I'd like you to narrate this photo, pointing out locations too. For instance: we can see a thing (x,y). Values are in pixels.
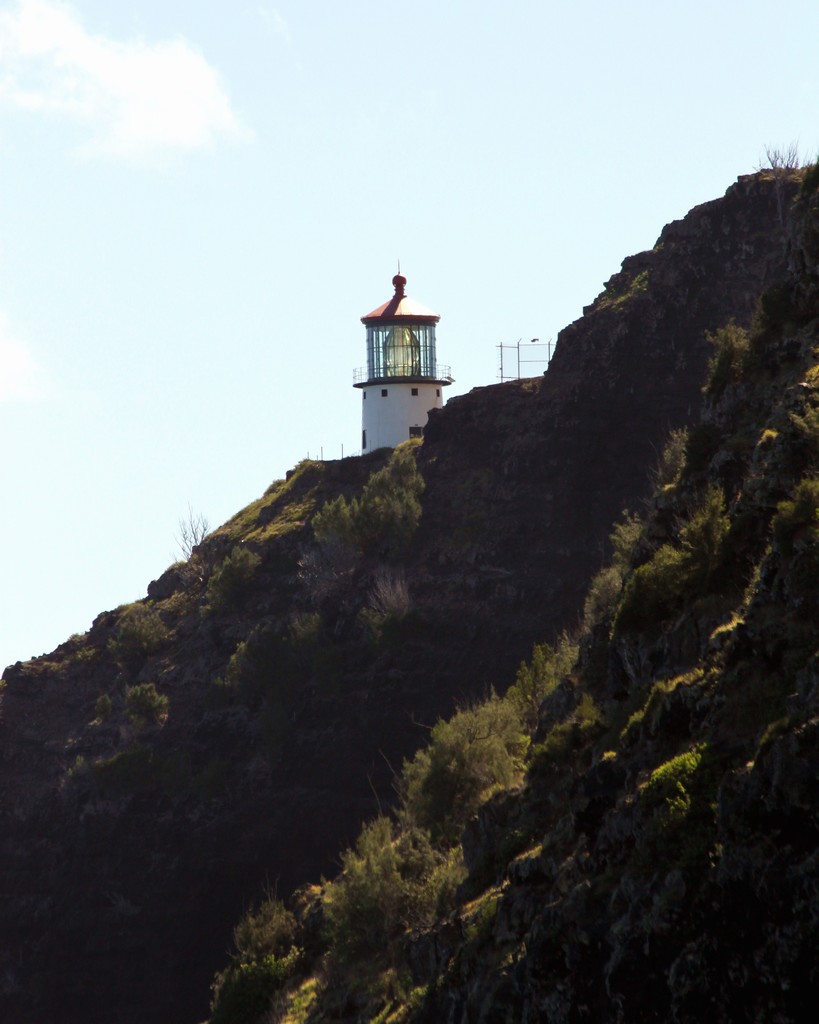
In this image there is a light house (370,432) on the mountain (333,789) with rocks (495,686) and grass (664,489), at the top of the image (177,121) there are clouds (110,56) in the sky (307,422).
